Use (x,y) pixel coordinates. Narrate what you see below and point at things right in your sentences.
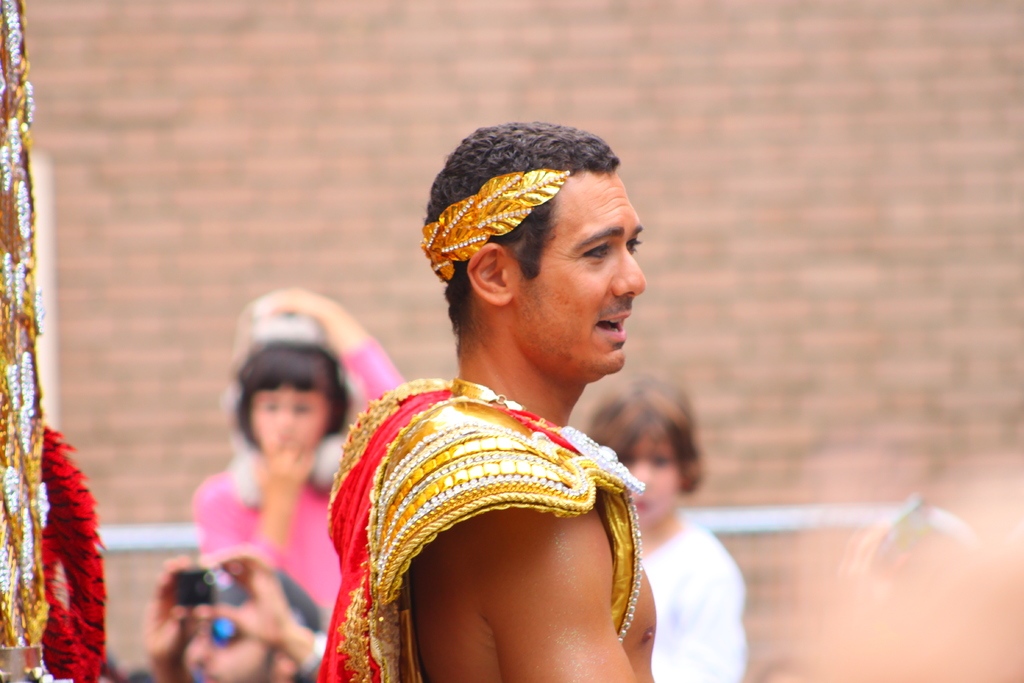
In this picture there is one person (497,672) standing in the middle (427,251) and he is wearing some fancy dress (383,661).
